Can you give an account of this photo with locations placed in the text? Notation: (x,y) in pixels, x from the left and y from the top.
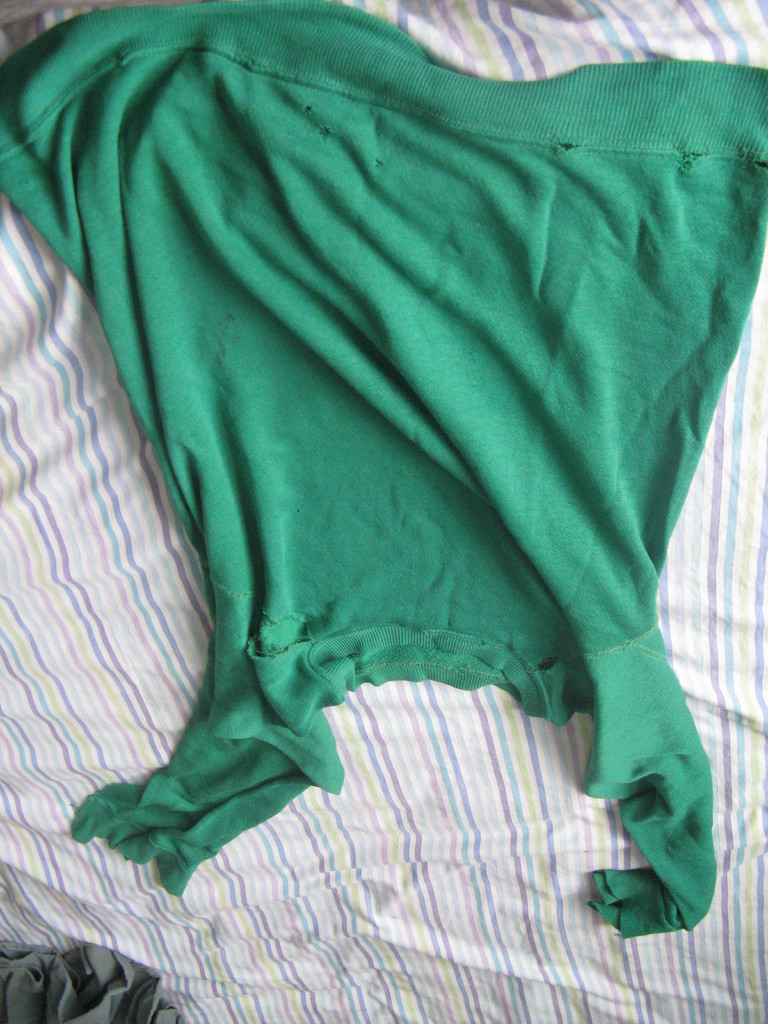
In this image, we can see a cloth (377,395) on the bed sheet (490,826).
